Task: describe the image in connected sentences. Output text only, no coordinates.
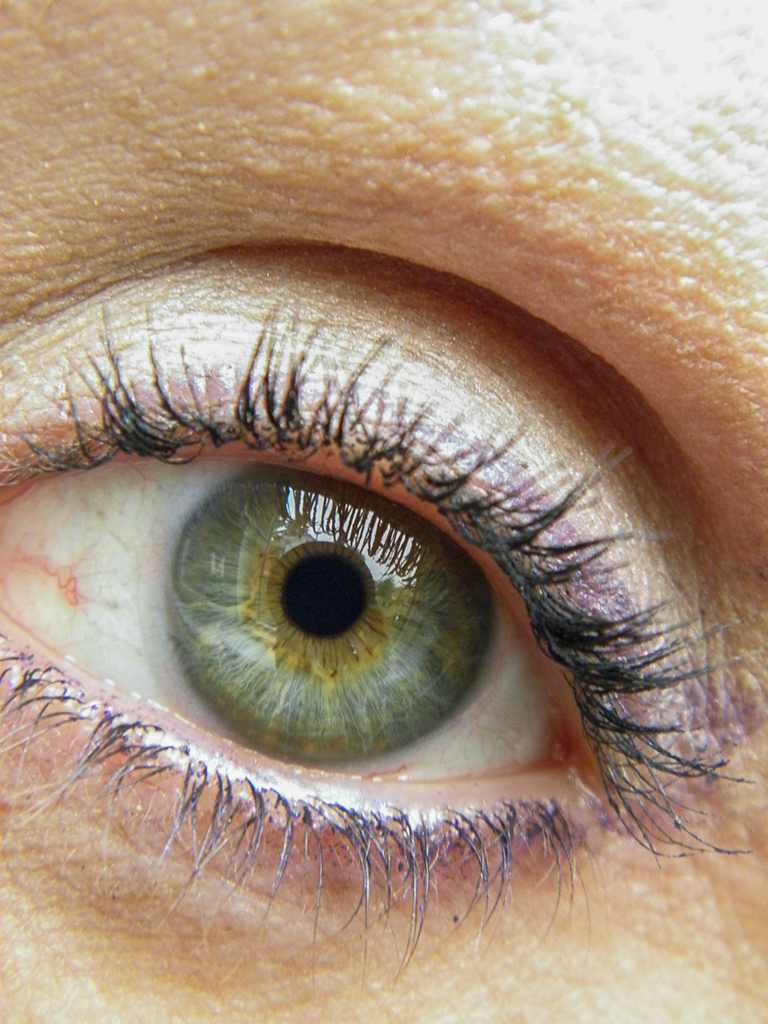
In the center of the image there is a person's eye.
